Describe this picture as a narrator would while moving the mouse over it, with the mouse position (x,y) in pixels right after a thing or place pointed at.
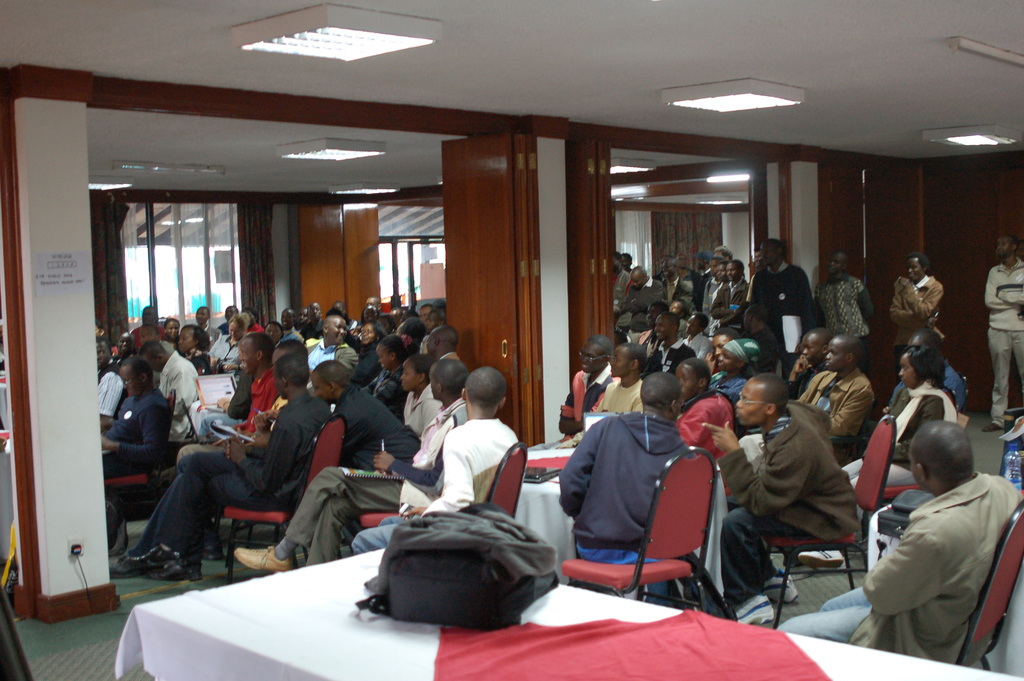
In this image in the center (649,418) there are a group of people (381,495) who are sitting on chairs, and some of them are holding some books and also we could see some tables (543,502). On the tables (567,442) there are white color clothes (192,655) and objects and bag (436,600) in the foreground (463,529), and there are some pillars (75,423), doors (509,247), lights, glass windows (154,240), curtains (116,235) and objects (83,546). At the bottom (102,642) there is floor (68,637), and at the top (234,126) there is ceiling (646,82) and some lights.
